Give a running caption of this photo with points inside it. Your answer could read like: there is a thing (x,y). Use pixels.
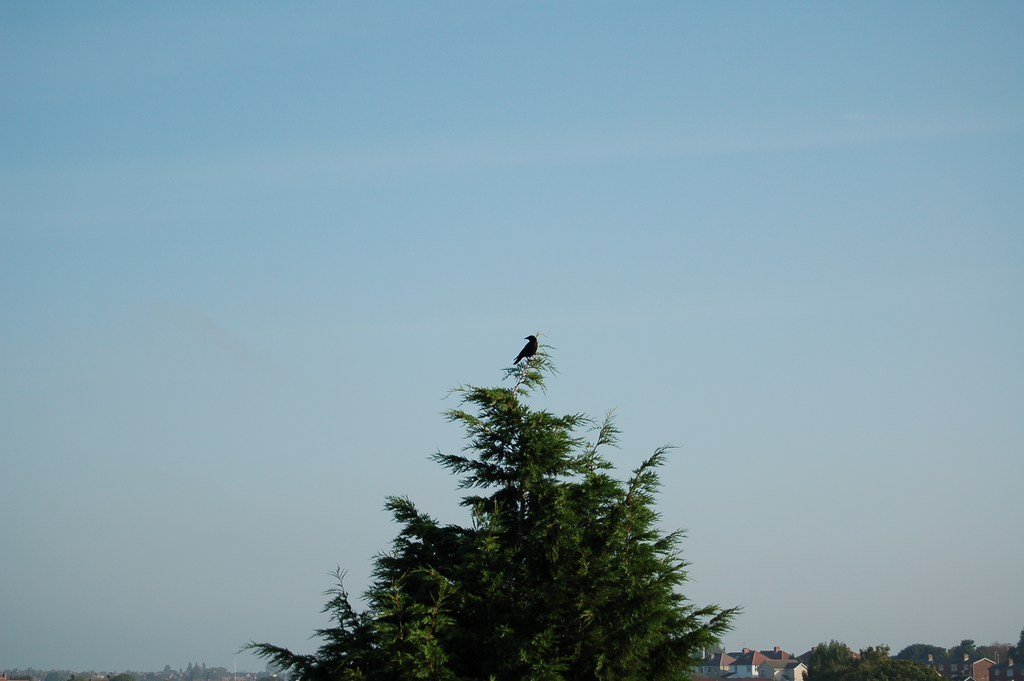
In this image we can see a tree (536,462) on which there is a bird (537,349) and in the background of the image (715,677) there are some houses (736,658), trees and top of the image (424,69) there is clear sky (424,69).
